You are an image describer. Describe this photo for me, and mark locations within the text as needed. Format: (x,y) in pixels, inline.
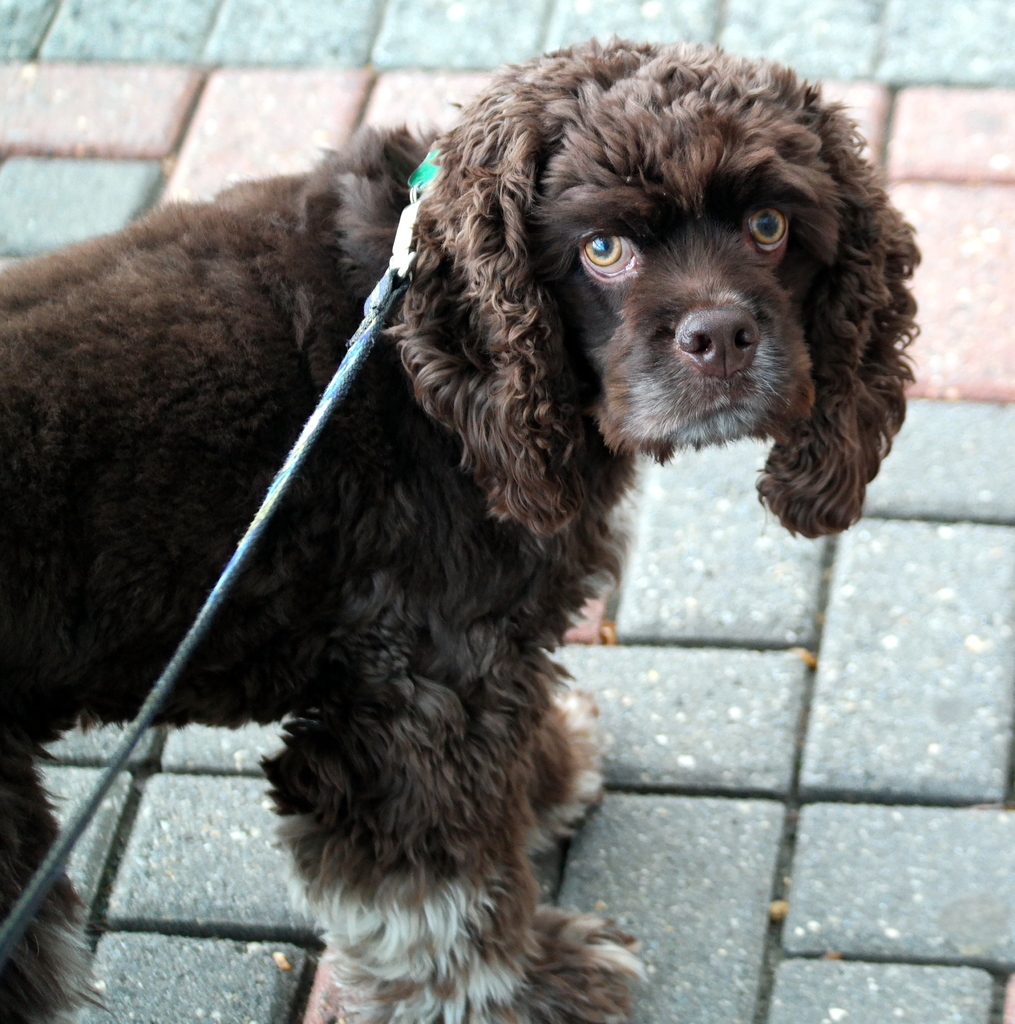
This image is taken outdoors. At the bottom of the image (589,850) there is a floor (144,87). On the left side of the image (176,350) there is a dog (350,759) and it is tied with a belt (44,877).
